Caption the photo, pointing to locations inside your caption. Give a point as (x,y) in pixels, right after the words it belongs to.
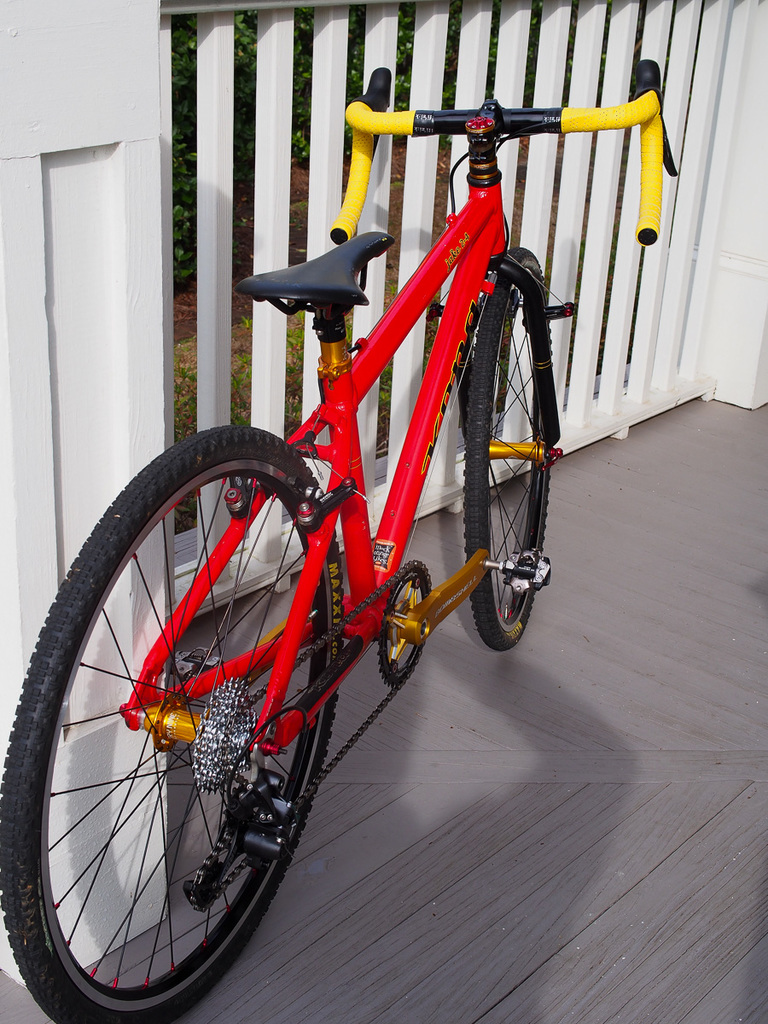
In this image we can see there is a bicycle (296,521), in front of the bicycle (240,515) there is a wooden fence (315,112).
